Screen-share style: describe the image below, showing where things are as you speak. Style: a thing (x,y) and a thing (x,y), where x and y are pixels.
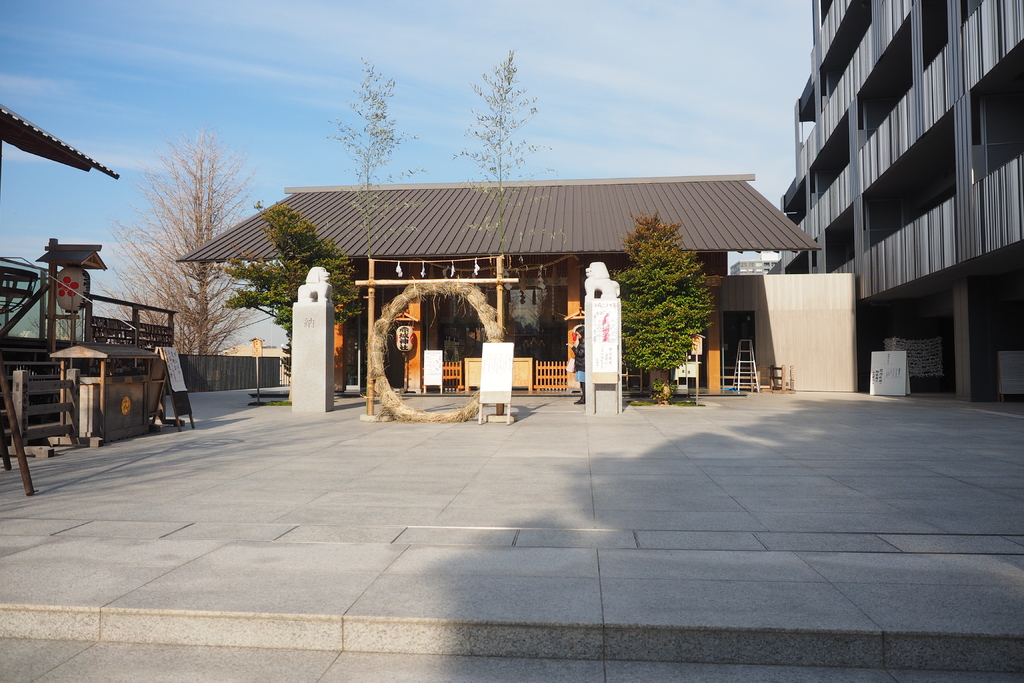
In this image we can see there is a house (391,292) with shed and there are wooden sticks (443,281) and there is a circular design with grass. And there are buildings (16,270), trees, ladder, board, box (93,416), wall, pole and the sky (309,44).
